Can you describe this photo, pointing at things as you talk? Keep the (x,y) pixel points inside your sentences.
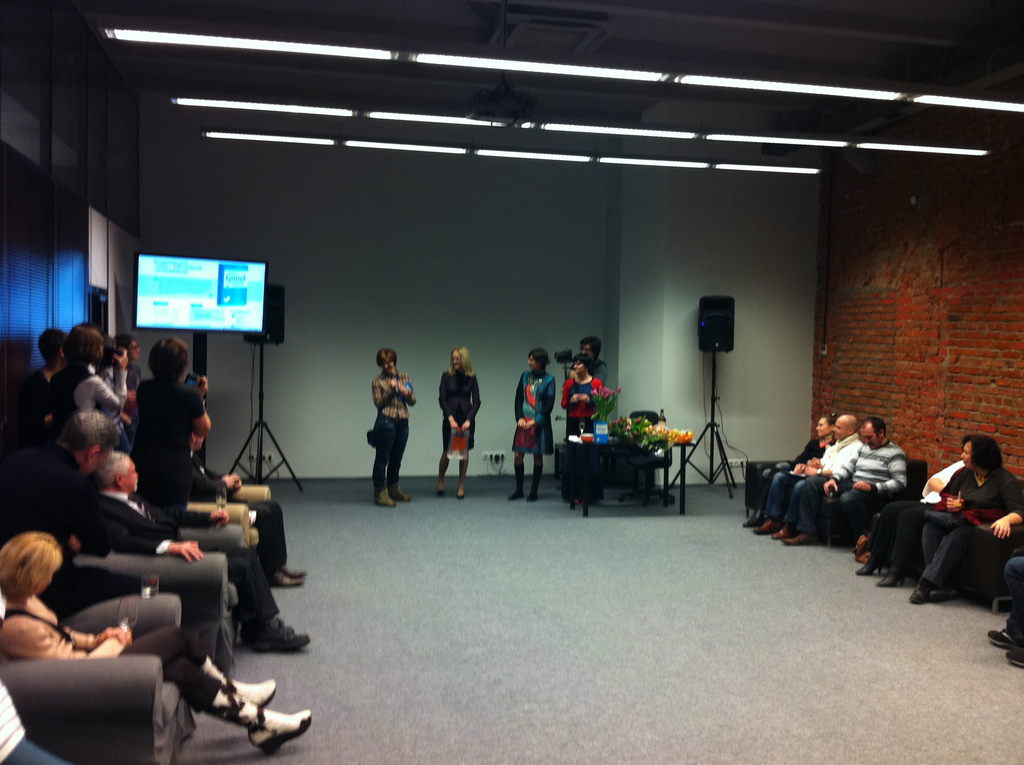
In this image few people (161,646) are sitting on sofas (1001,584) and few (143,416) are standing, on left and right side (864,330) there are walls (855,367), in the background (273,408) there is a wall (774,451) and two speakers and a monitor (210,287), there is a table (567,456) on that table (598,446) there are some items (644,446).
